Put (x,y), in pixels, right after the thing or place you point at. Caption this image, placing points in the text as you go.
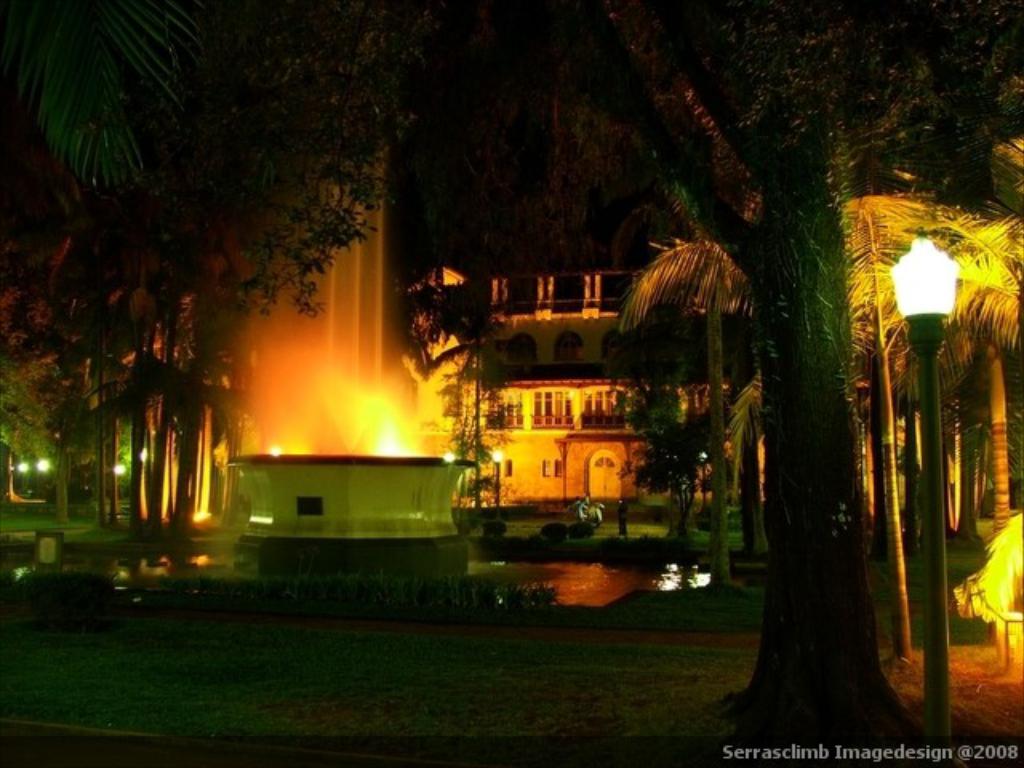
In this image there is a building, in front of the building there is a fountain (378,471), trees (16,377), a few street lights (931,537), plants (988,605) and the background (182,130) is dark.
